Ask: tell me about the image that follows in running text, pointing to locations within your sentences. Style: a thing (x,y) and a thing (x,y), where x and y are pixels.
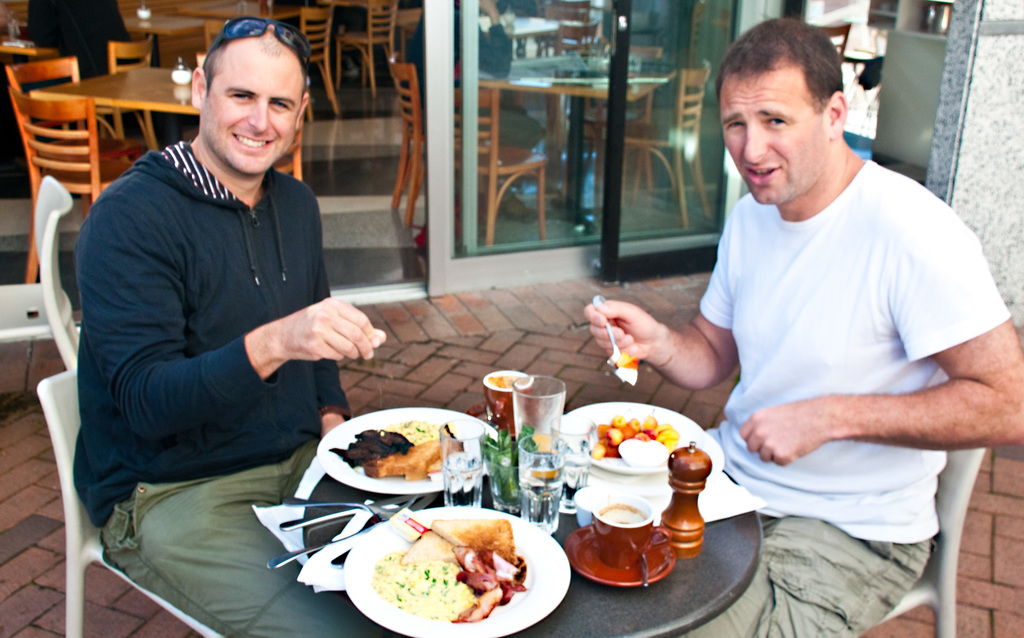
In this image I see 2 men (123,236) who are sitting on chairs (75,563) and I see that this man (252,165) is smiling and this man (708,358) is holding a spoon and there is a table (720,601) in front of them on which there are glasses (581,417), cup (596,497) and plate (499,631) full of food (652,421). In the background (480,173) I see many more chairs (495,170) and tables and a person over here.
